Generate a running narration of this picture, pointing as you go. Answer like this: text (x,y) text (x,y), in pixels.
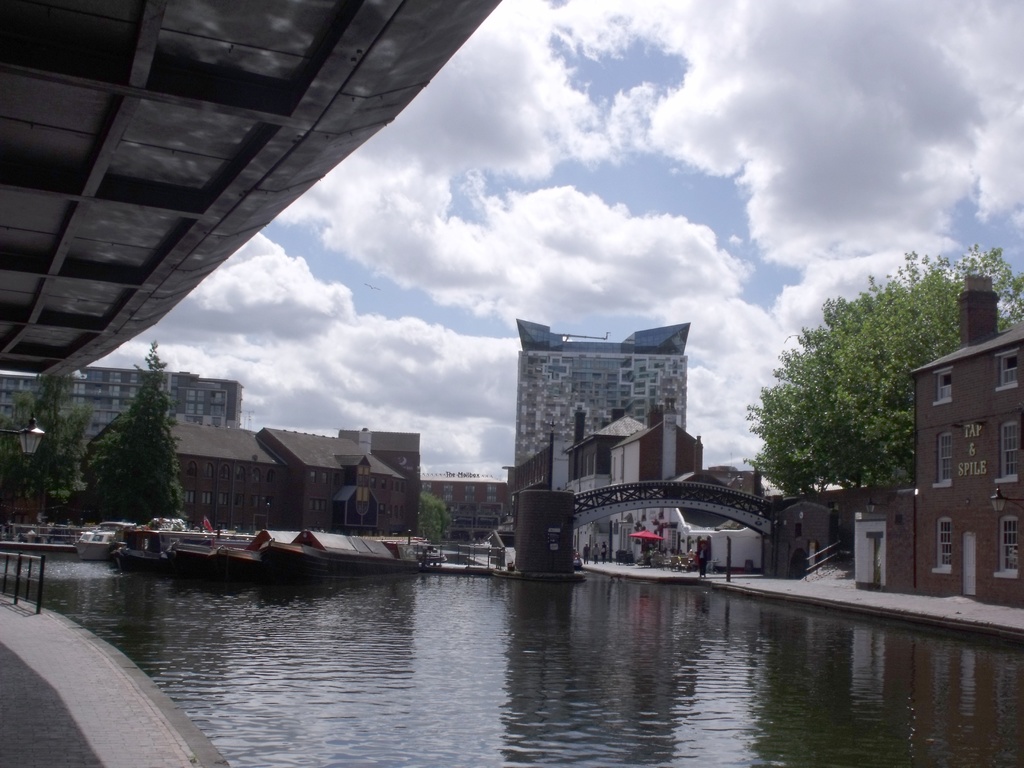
In this image we can see some boats (357,553) on a lake (451,623). We can also see a road (64,693) and a bridge (72,324) on the left side (42,326). Right to the image there is a bridge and some people (703,564) standing. We can see an umbrella (655,537), some buildings (902,529) with roof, trees (865,431) and the sky (615,282) which looks cloudy.
